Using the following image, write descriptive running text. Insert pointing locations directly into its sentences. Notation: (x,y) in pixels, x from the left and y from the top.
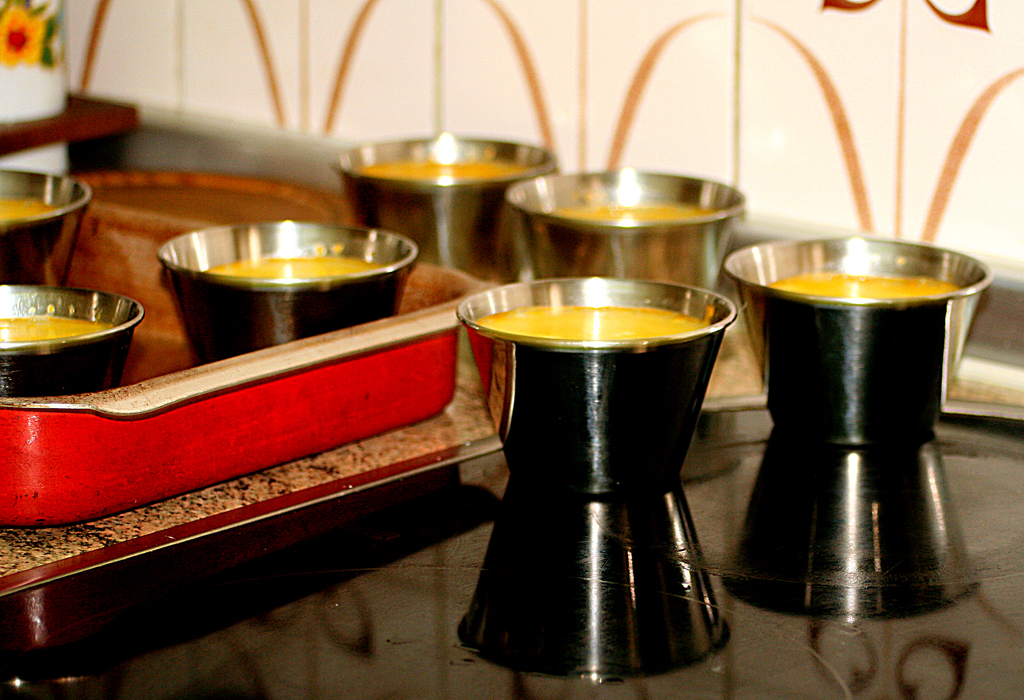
In this image there are bowls (257,333) on a stovetop (727,544) and in a tray (261,381). There is food (90,325) in the bowls (667,275). At the top (575,55) there is a wall (575,55).
